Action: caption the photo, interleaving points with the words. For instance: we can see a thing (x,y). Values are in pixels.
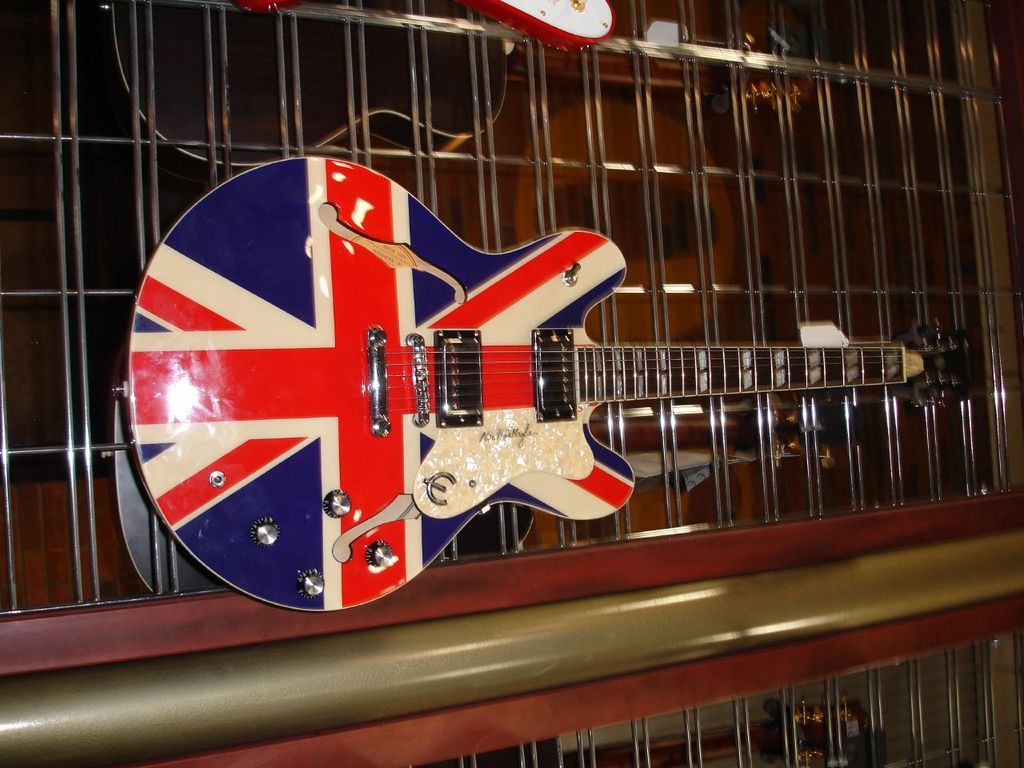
This is the picture of a musical instrument (350,324) which is of three colors red, blue, white and also has some strings (588,368) on it.
